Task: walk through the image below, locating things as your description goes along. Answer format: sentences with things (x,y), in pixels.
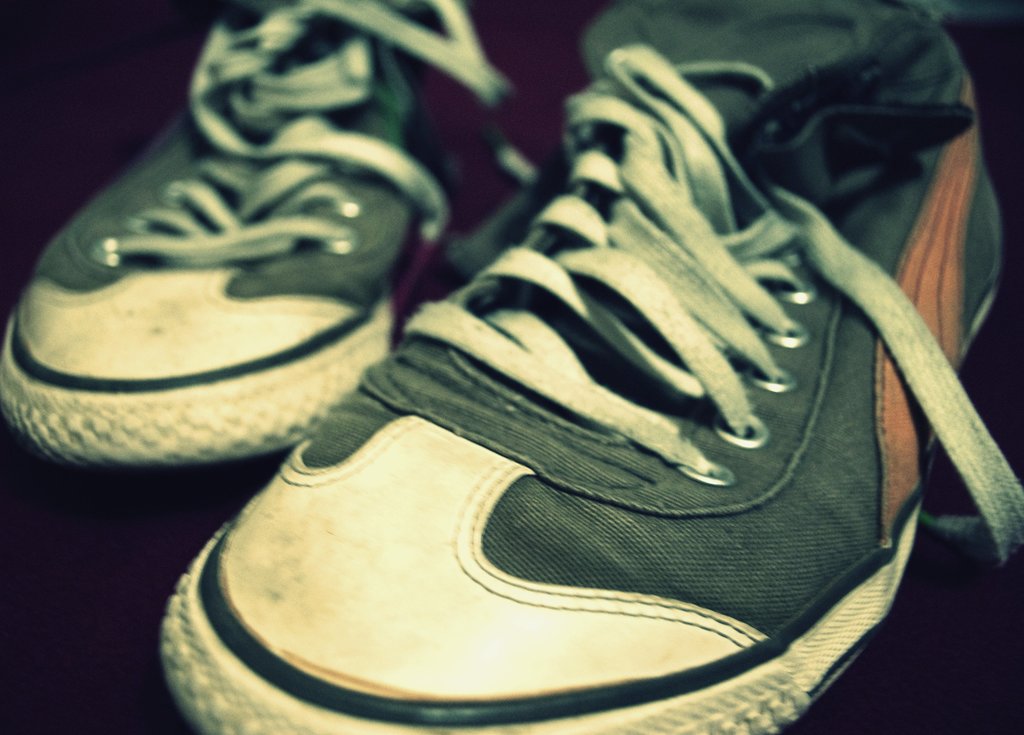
In this image we can see a pair of shoe (607,461).
